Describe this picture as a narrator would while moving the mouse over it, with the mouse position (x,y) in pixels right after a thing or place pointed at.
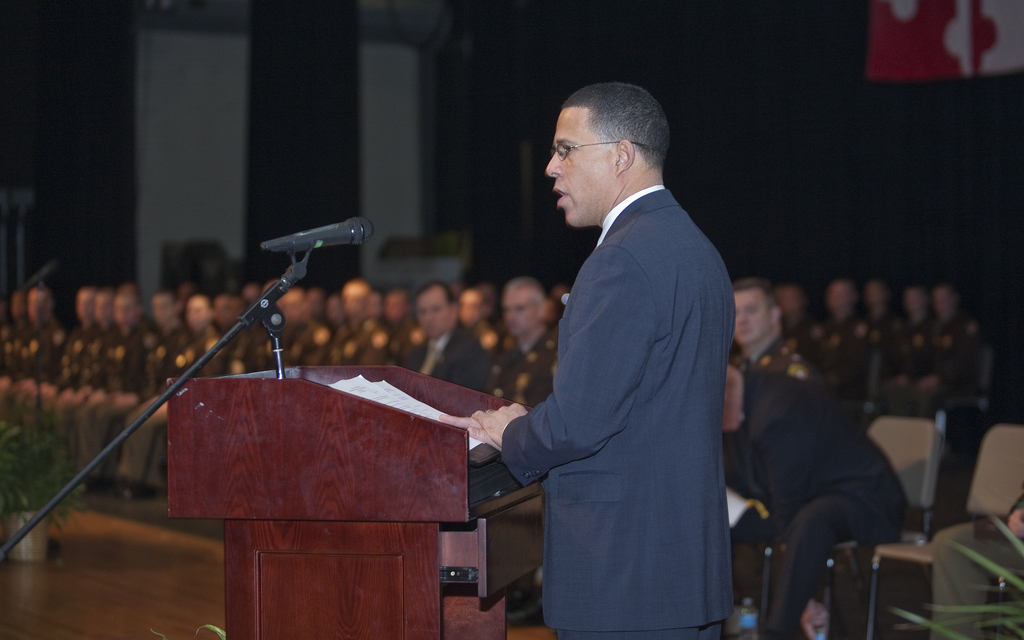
In the foreground of this image (646,328), there is a man (647,337) standing in front of a podium (413,510) and a mic (200,365). In the background (208,331), there is the crowd (845,310) sitting, a plant (53,444) on the floor (914,514) and the wall (769,93). On the right (970,626), there are two men (829,460) sitting on the chairs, and empty chair (925,552) and a plant (966,638) on the right bottom corner (998,621).
